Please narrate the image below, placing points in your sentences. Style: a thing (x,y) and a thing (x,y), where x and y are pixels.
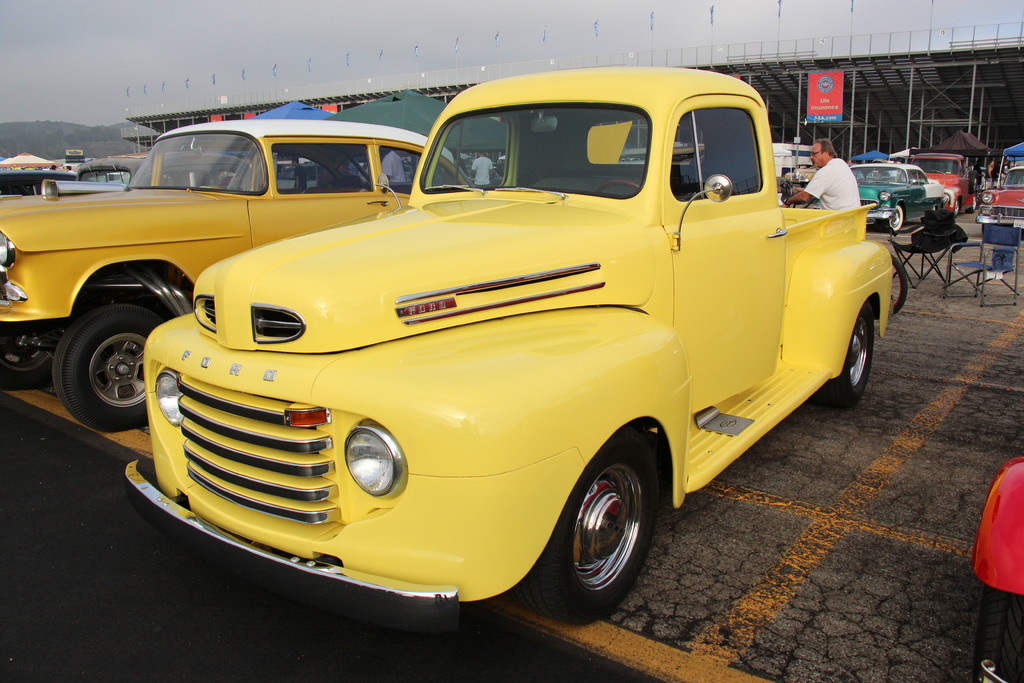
In this image in the center (504,243) there are cars (504,243), and in the background (868,196) there are some people (856,194) cars (870,193) and there is a shed (1003,125), poles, boards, chairs (1008,258) and some objects (950,240) and there are mountains (39,132). At the top (430,31) there is sky (504,22), and at the bottom (192,613) there is floor (809,509) and on the right side of the image (1008,619) there is one vehicle tyre (1008,636) is visible.
